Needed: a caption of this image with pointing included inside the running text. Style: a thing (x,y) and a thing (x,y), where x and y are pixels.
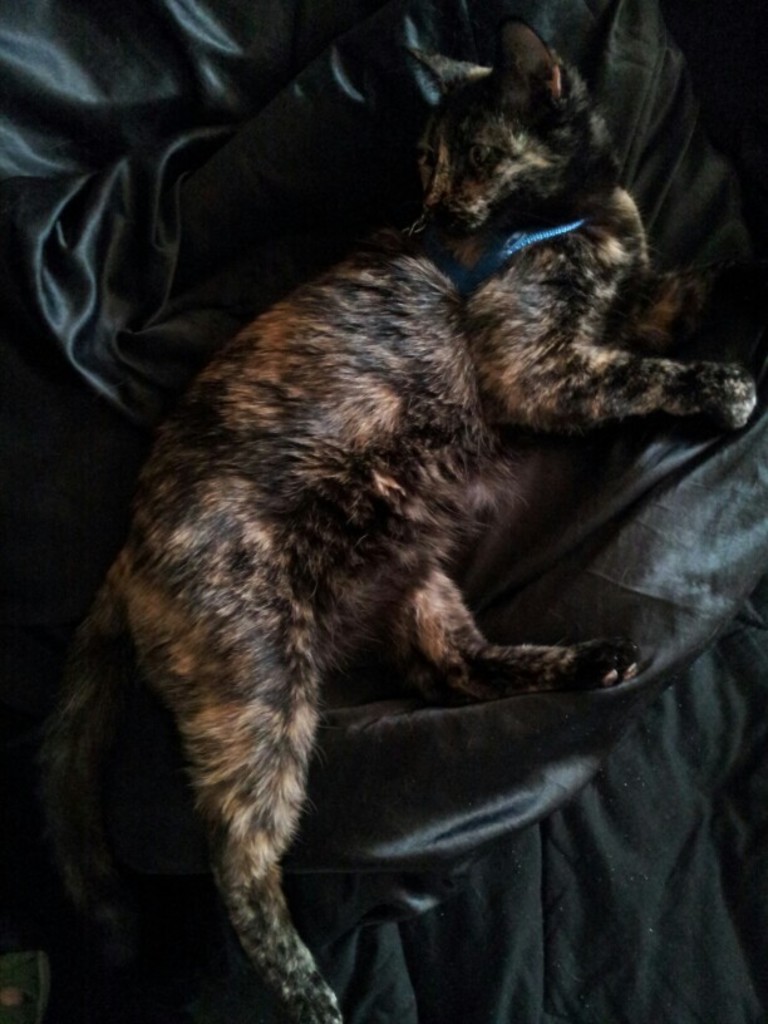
In this image I can see a cat (387,531) lying on a black color cloth (384,875). The cat (518,254) is wearing some object (550,231).
